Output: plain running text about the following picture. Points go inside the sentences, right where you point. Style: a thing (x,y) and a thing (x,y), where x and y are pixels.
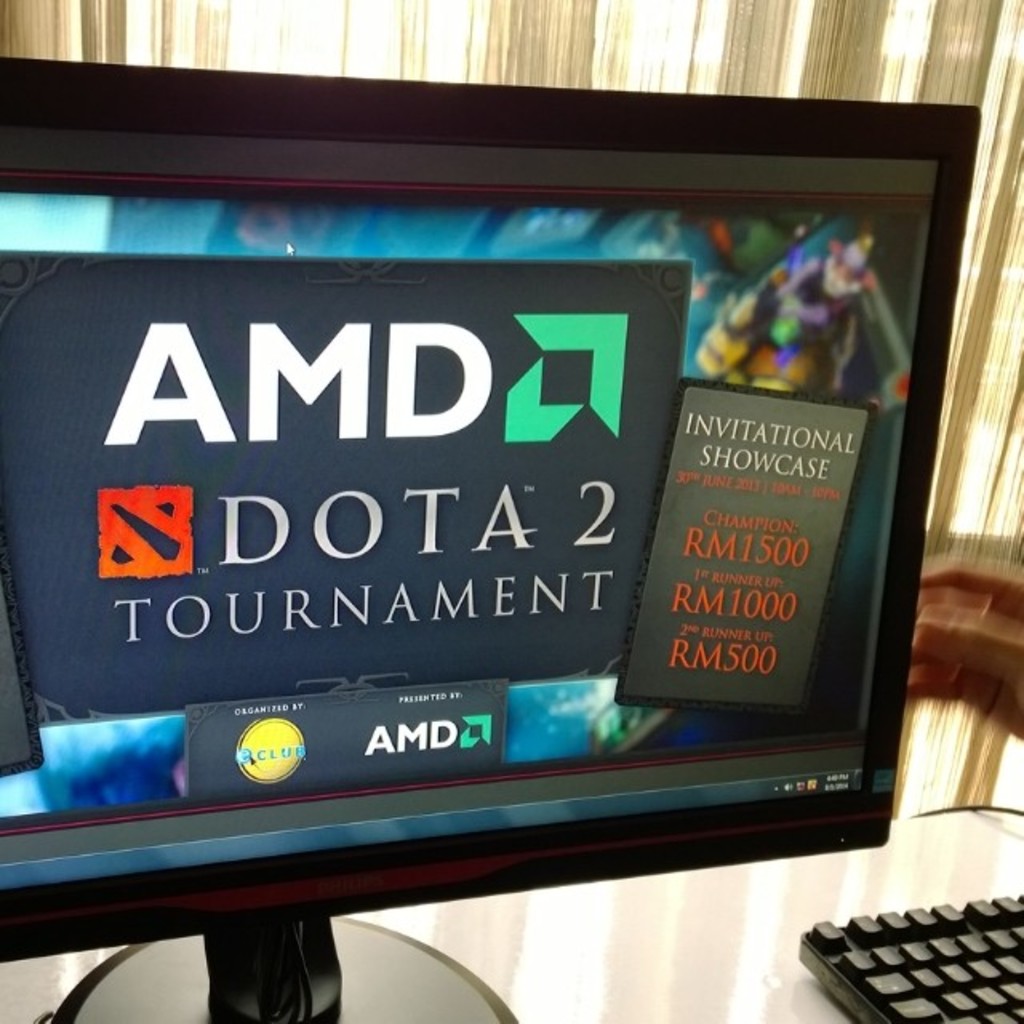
In this picture we can see computer screen (397,263) and keyboard (938,924) on the table (658,948). In the back (990,766) we can see window cloth (852,39). In the computer screen (453,235) we can see posters (731,405).
